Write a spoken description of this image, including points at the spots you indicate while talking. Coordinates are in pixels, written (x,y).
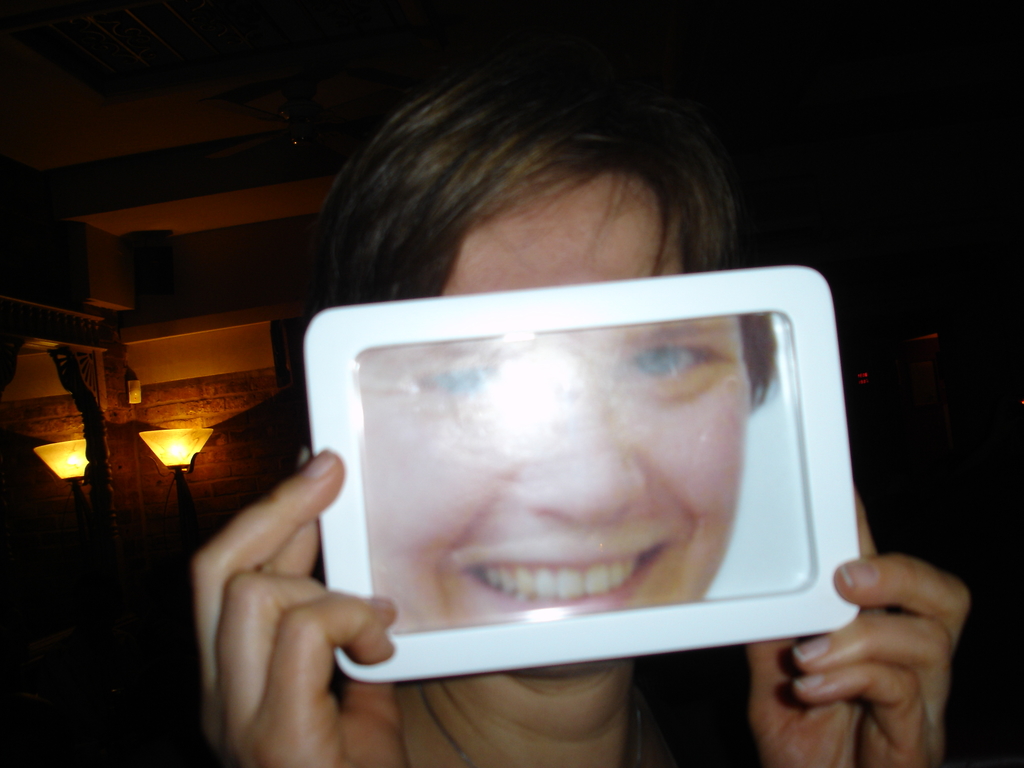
In the image there is a person (436,726) holding a frame (572,647). In the frame (383,667) there is a photo (553,403) of a person's face (536,557). Behind the person (356,657) there is a wall (182,397) with lamp (185,435). On the left corner of the image (13,385) there is a mirror (47,435) with reflection (51,454) of lamp (64,462). At the top of the image (287,108) there is fan (287,108).
